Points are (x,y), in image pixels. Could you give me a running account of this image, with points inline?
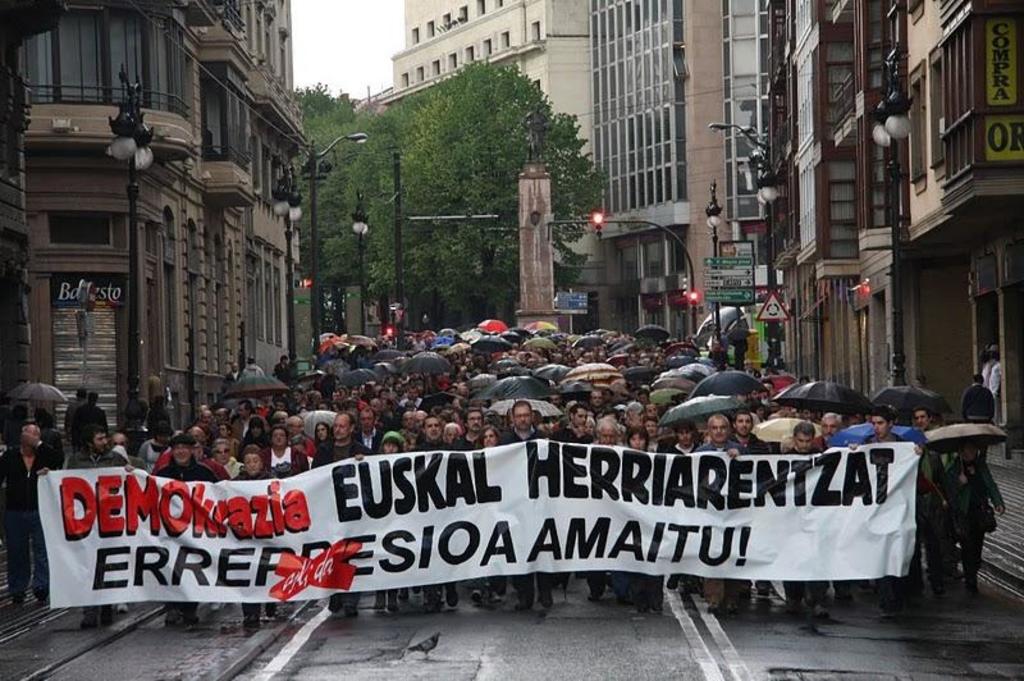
This picture is clicked in the city. At the bottom of the picture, we see people (529,411) are walking on the road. Most of them are holding umbrellas (445,358) in their hands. In front of the picture, we see many people (174,447) are holding white color banner (478,519) with some text (424,540) written on it. They are protesting against something. On either side of the picture, we see buildings (874,180) and street lights (899,179). In the background (543,316), we see a statue (547,170). There are trees (535,101) and buildings (484,41) in the background (428,164).
